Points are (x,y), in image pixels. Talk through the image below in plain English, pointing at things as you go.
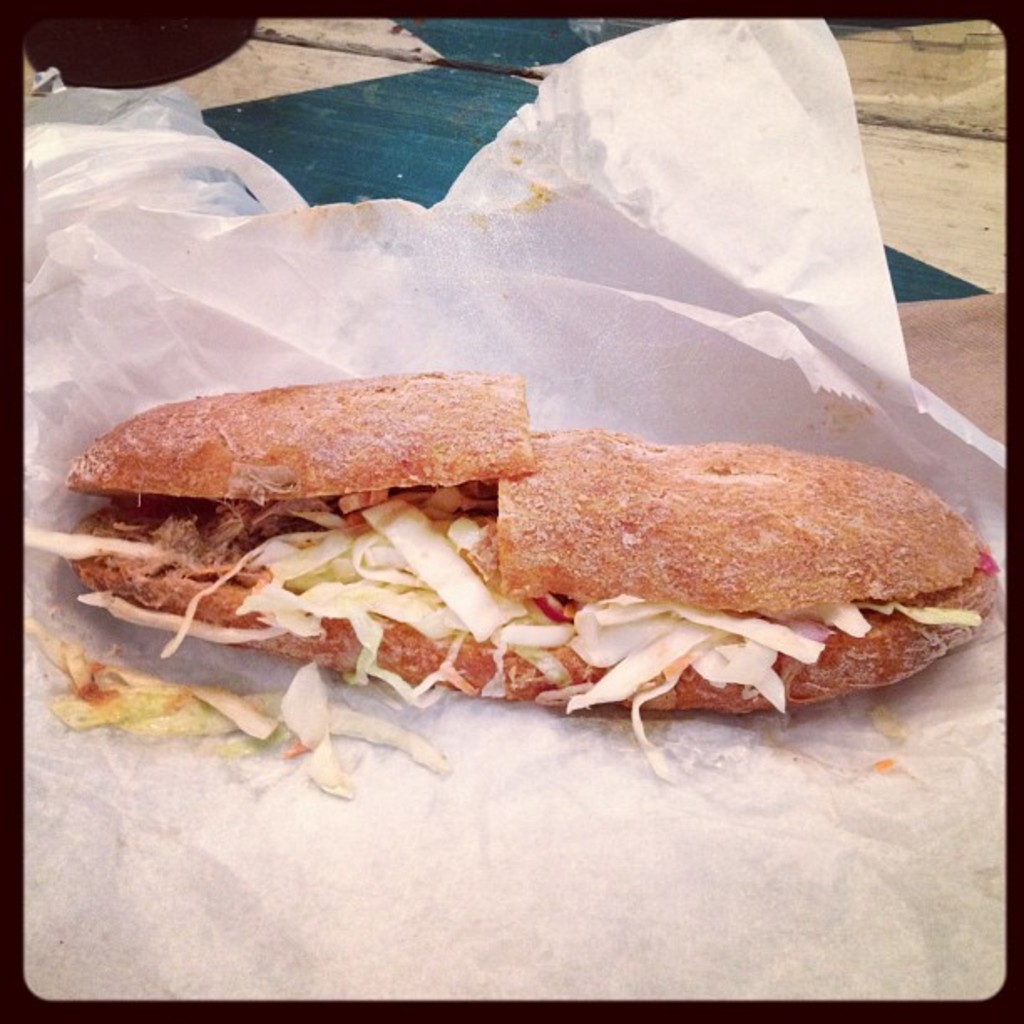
In this image we can see the picture of stuffed sandwich (547,549) on the tissue (688,292).
